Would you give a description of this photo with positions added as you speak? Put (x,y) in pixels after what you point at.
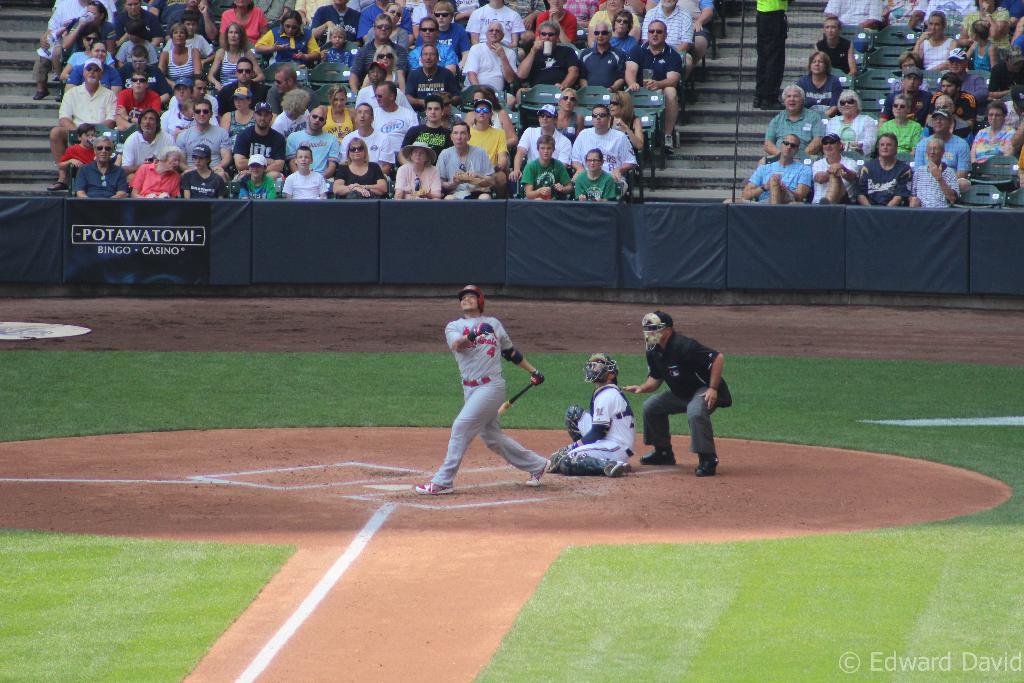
Here we can see three persons (490,377) on a baseball game ground (314,395). In the middle (452,336) we can see a man (478,365) in motion by holding a bat (527,391) in his hand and beside him there are two persons (607,394) in squat position on the ground (537,305). In the background (394,90) there are audience (334,55) sitting on the chairs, fence (39,233), a hoarding board (166,246) at the fence (27,237), a person (766,56) standing on the steps (730,108) and a pole (743,12).
